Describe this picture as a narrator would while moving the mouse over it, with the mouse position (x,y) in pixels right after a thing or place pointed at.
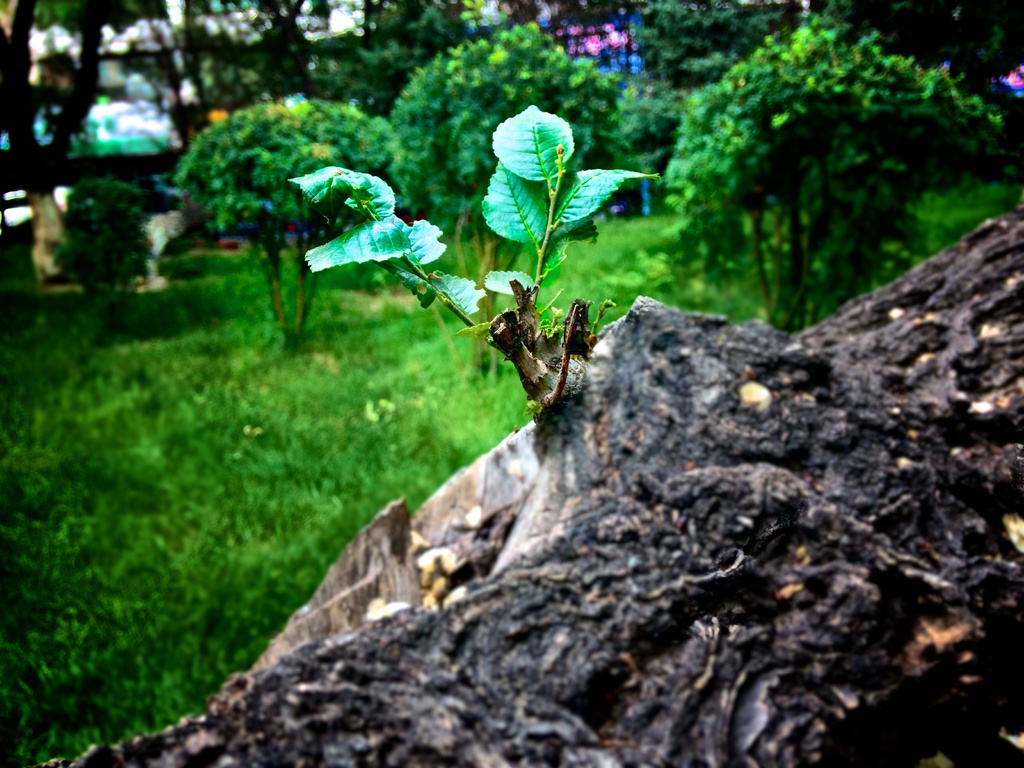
In this picture we can see a tree trunk (963,278), grass (453,471), plants (439,250) on the ground (425,406) and in the background (953,17) we can see trees (587,124) and some objects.
